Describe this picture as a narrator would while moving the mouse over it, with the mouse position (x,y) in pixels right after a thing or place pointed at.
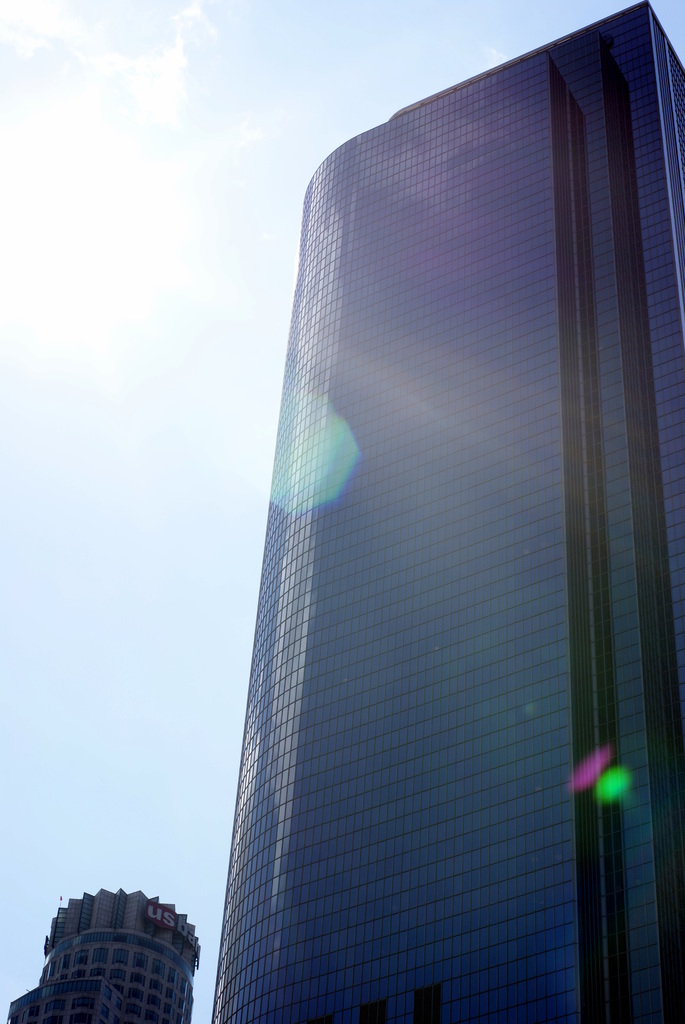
In this image I see the buildings (327,814) and I see the sky (42,385) which is clear and I see the sun (131,224) over here.
